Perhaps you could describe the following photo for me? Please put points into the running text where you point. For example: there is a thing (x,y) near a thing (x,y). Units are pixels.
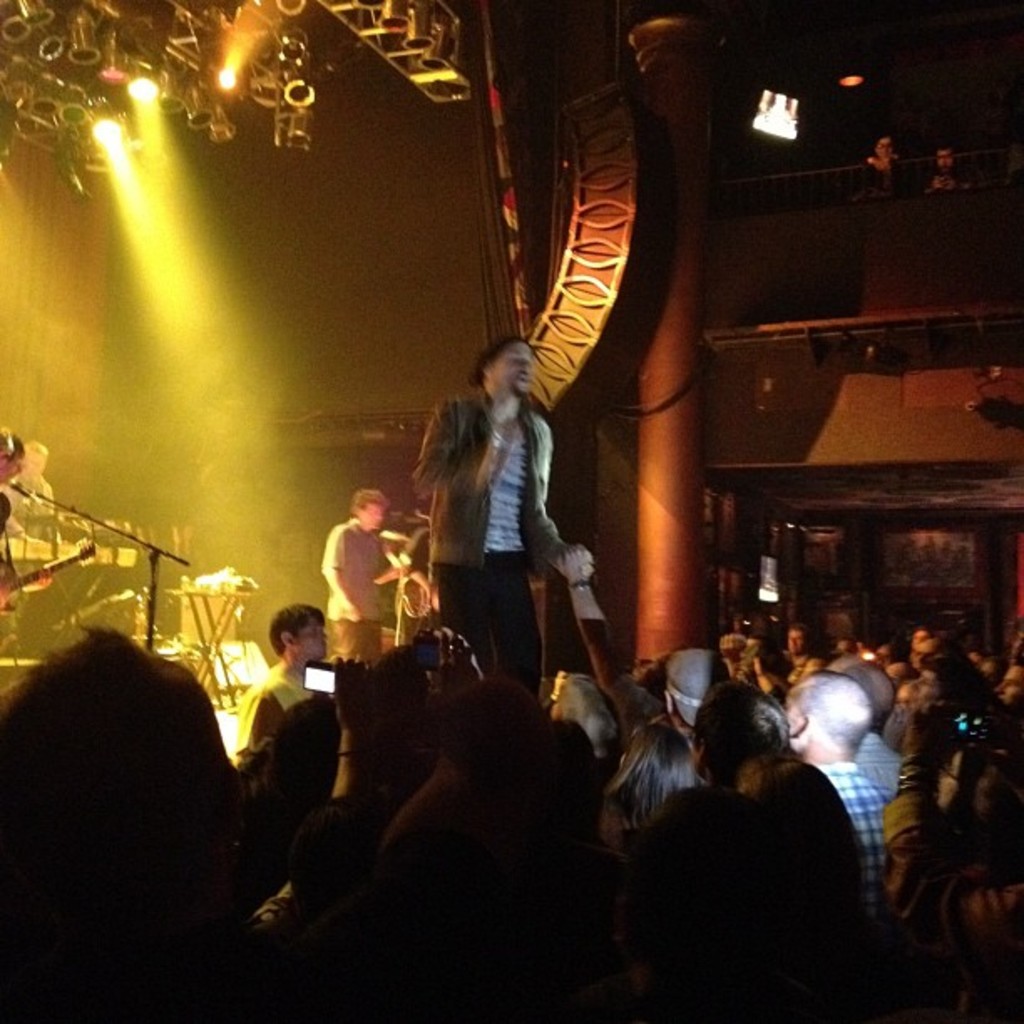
In this image, there are a few people (544,744). Among them, a few people (22,515) standing on the stage (232,702) are holding some objects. We can see a pole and some lights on the top left (18,45). We can also see some objects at the top (388,7). We can see the wall (723,590) with some objects (918,573). We can also see some objects (211,650) on the stage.
